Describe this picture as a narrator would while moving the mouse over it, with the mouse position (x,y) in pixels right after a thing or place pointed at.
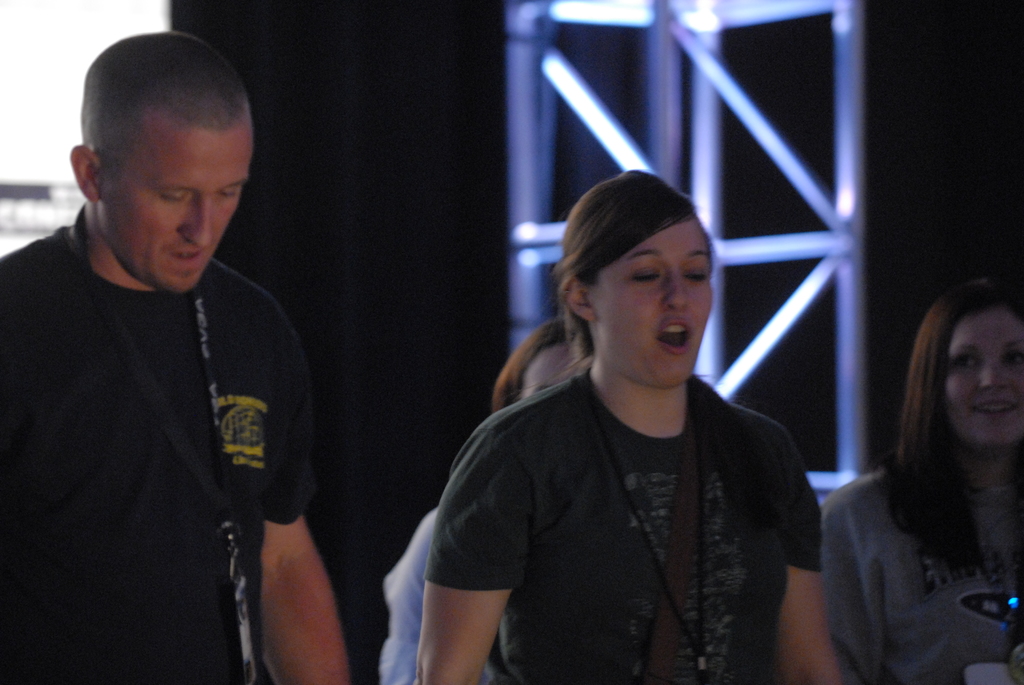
In the foreground (469,470), I can see four persons (654,457). In the background (798,238), I can see metal rods (702,162), a wall (158,15) and a dark color. This image taken, maybe in a hall (352,485).
